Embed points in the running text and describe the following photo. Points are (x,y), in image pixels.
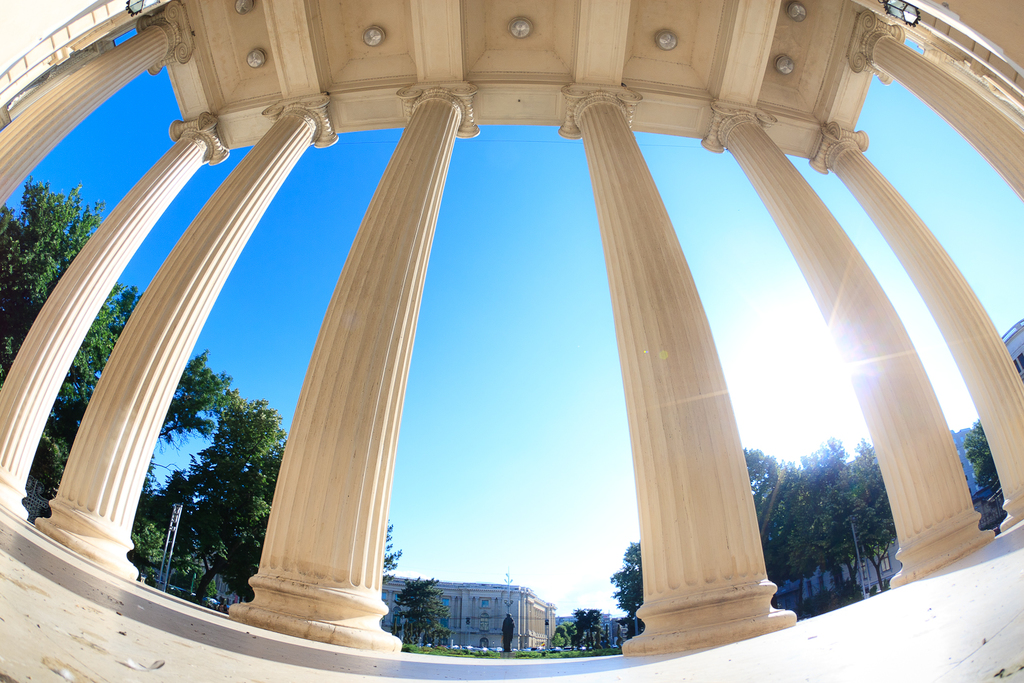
In the image there is a building (319,28) in the front (743,90) with many pillars (681,319), in the back (239,418) there are many trees (837,509) all over the place with building (522,620) in the background (494,612) and above its sky (553,396) with sun (829,391) on the right side (815,378).
